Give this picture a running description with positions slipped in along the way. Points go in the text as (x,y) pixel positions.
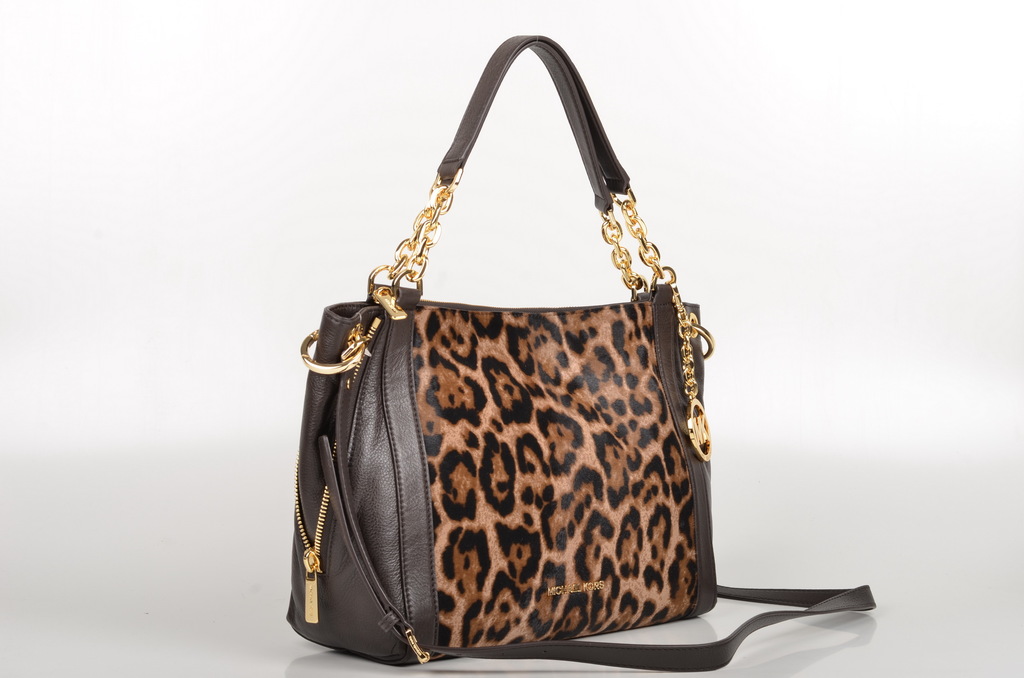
This is a handbag (566,57) and there is a design (590,472) on that. And these are the chains (608,227).
